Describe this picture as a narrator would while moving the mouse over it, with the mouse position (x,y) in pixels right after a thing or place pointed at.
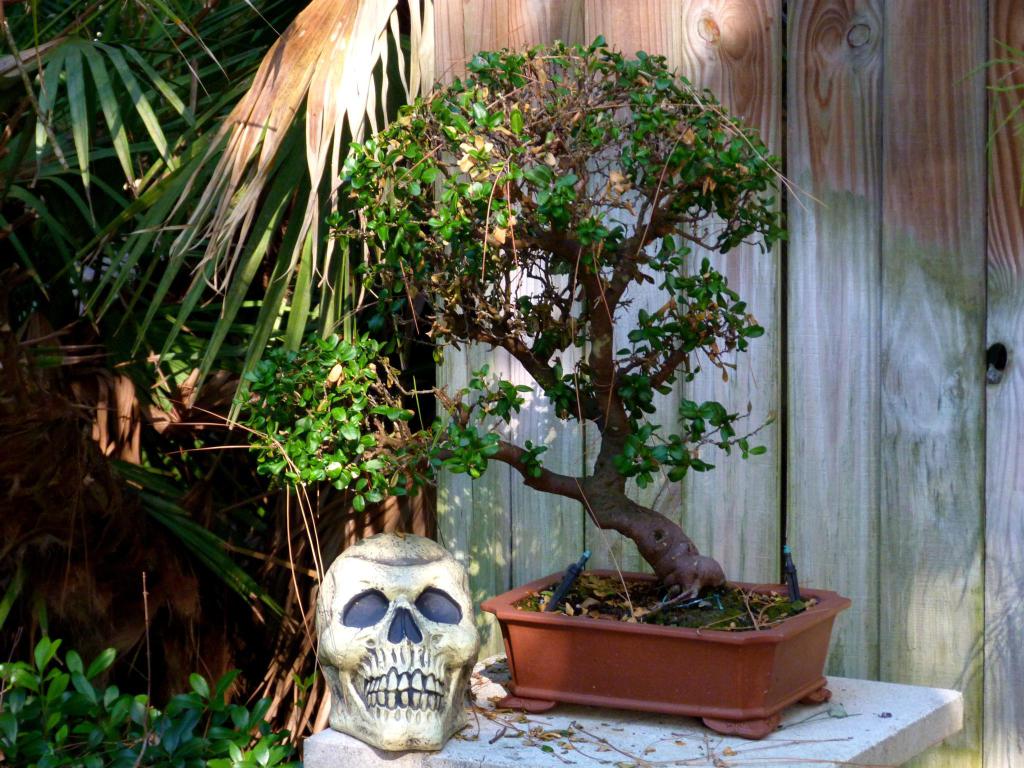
In this image on a stand (818,725) there is a plant pot (653,664). There is a skull like structure (406,653). In the background (635,295) there is wall (842,401) and trees (178,144).
